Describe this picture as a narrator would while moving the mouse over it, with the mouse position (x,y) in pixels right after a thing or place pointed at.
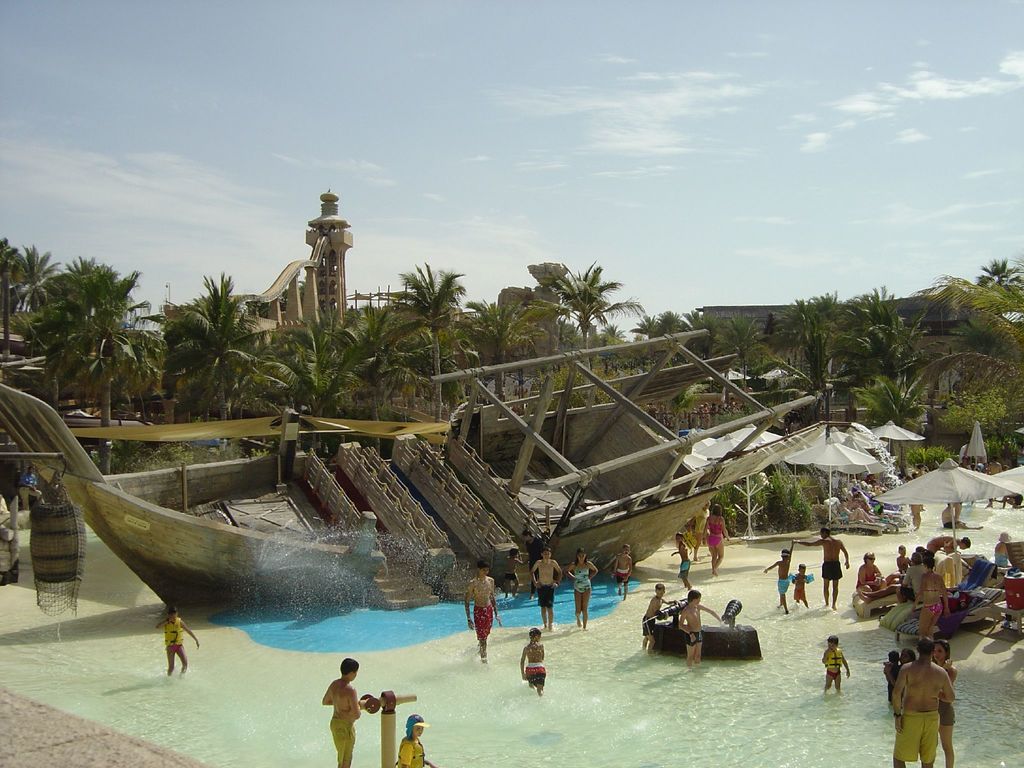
In this picture we can see water (625,690) at the bottom (677,719), there are some people (945,664) standing in the water (833,614), on the right side (891,618) there are benches (971,612) and umbrellas (959,496), we can see a ship (339,524) in the middle (481,435), in the background (195,343) there are some trees (743,350), there is a barrel (48,561) on the left side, we can see the sky (519,60) at the top of the picture (657,106).
